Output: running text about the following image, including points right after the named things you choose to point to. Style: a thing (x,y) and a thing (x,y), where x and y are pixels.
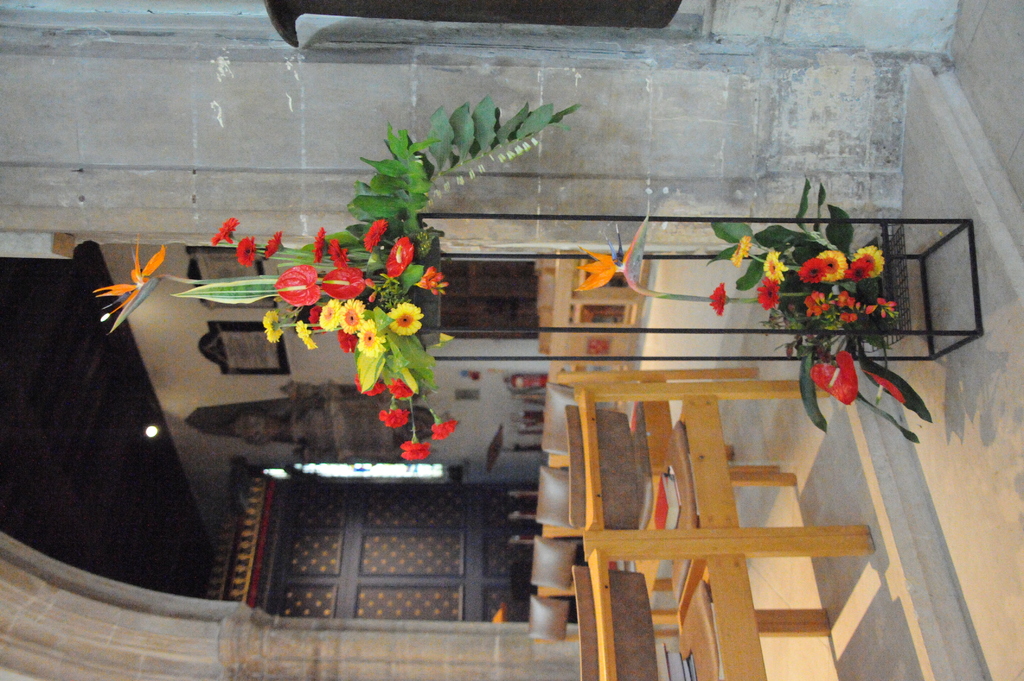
In this image I can see the flowers (799,271) on the black color stand (742,332). I can see these flowers (855,302) are in yellow, red and an orange color. To the side I can see the chairs (552,581). In the background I can see the boards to the wall (218,402) and the lights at the top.
